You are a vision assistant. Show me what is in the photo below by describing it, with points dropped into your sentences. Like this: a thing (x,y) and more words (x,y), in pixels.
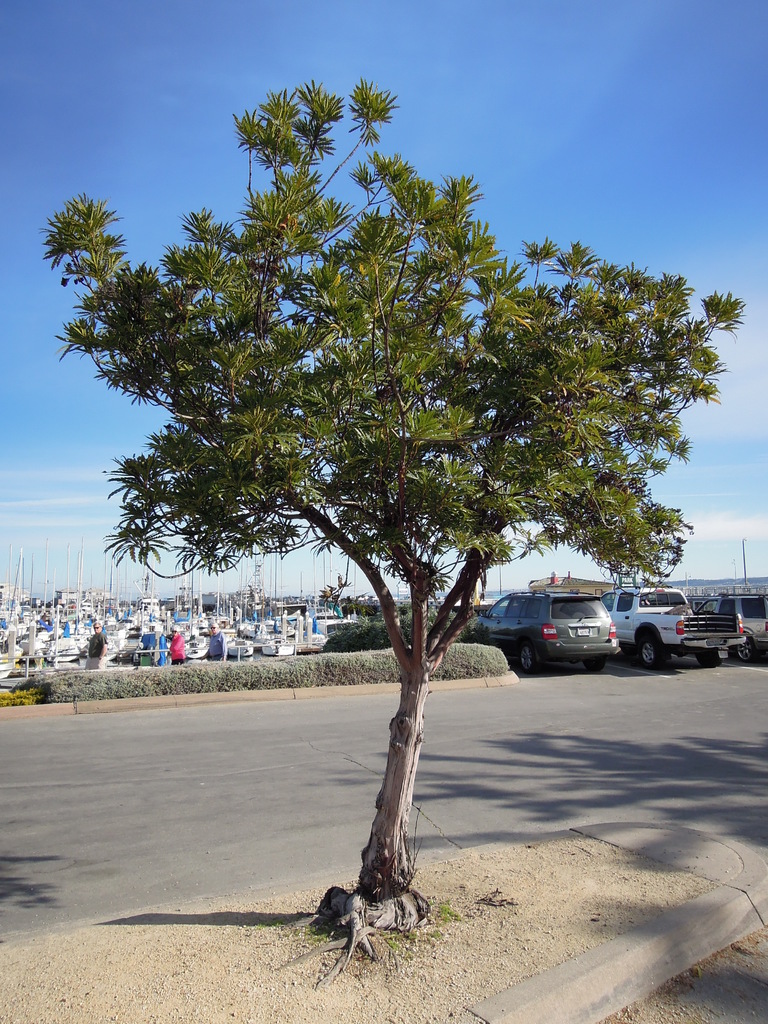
In the foreground of this image (365,508), there is a tree (388,386). Behind it, there is a road (150,782). In the middle (504,603), there are few vehicles (552,593) and plants (173,684). In the background (268,637), it seems like boats (268,637), few people (100,643) and the sky (585,79) at the top (560,71).
